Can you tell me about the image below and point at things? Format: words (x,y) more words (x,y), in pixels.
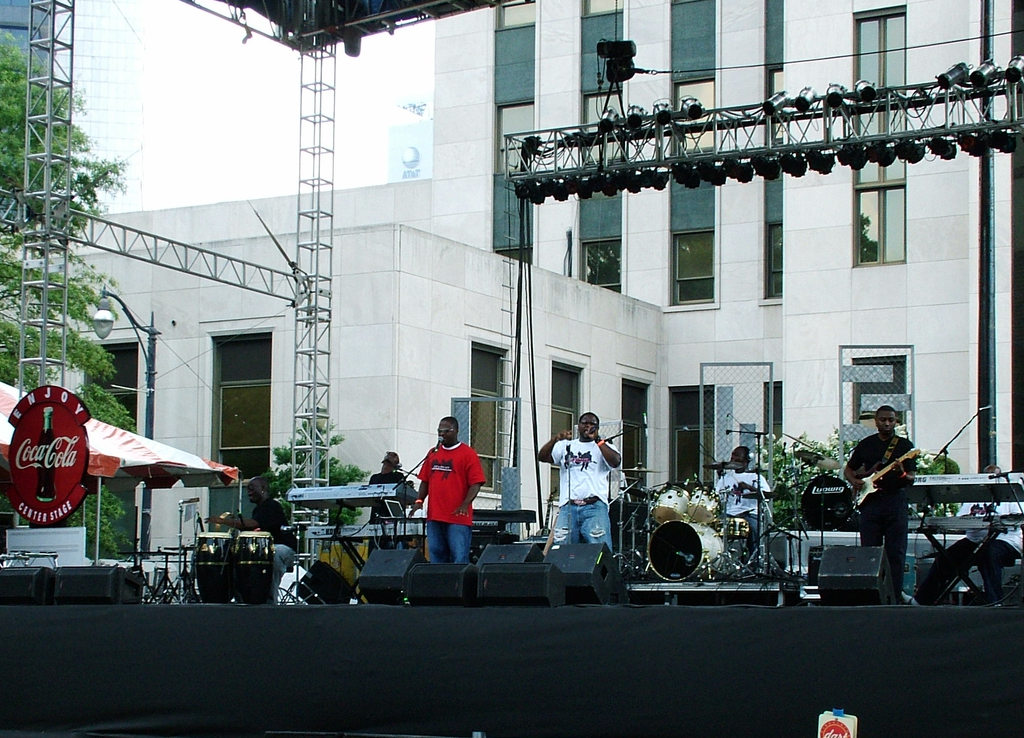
Here in this picture we can see two men (468,461) are singing. The man (882,467) with the black dress (874,472) is playing a guitar (884,470). The man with the white t-shirt (740,488) is playing the drums (686,504). And to the right corner (982,530) there is a man (982,530) playing piano (980,497). Behind them there is a building (863,259) with the windows (886,210). On the top of the stage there are lighting (909,156). On the stage (471,606) there are some speakers (412,581). To the left corner (127,455) there is a tent (124,449). And to the left corner (18,134) there are trees (16,247).
